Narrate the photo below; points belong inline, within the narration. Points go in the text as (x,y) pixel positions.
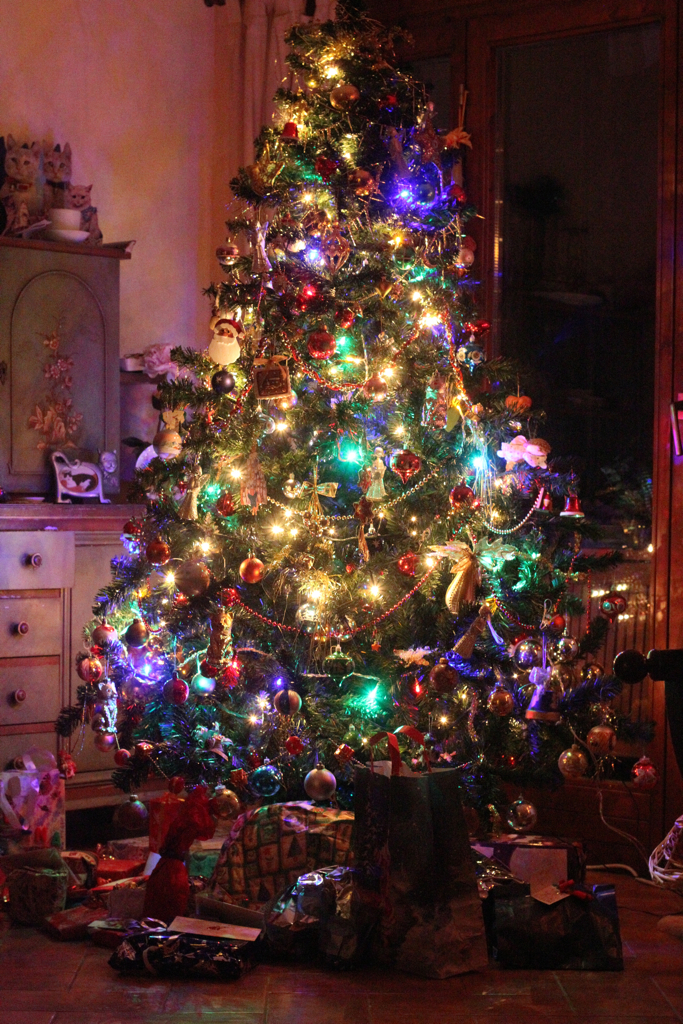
In this image there is a Christmas tree (404,286) which is decorated with few lights (378,685) and decorative items (324,596) on it. Bottom of the image (369,835) there are few gift items (287,884) are on the floor (648,931). Left side (13,531) there is a cabinet (70,525) having few objects (109,470) on it. Right side (622,114) there is window (601,64) to the wall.
